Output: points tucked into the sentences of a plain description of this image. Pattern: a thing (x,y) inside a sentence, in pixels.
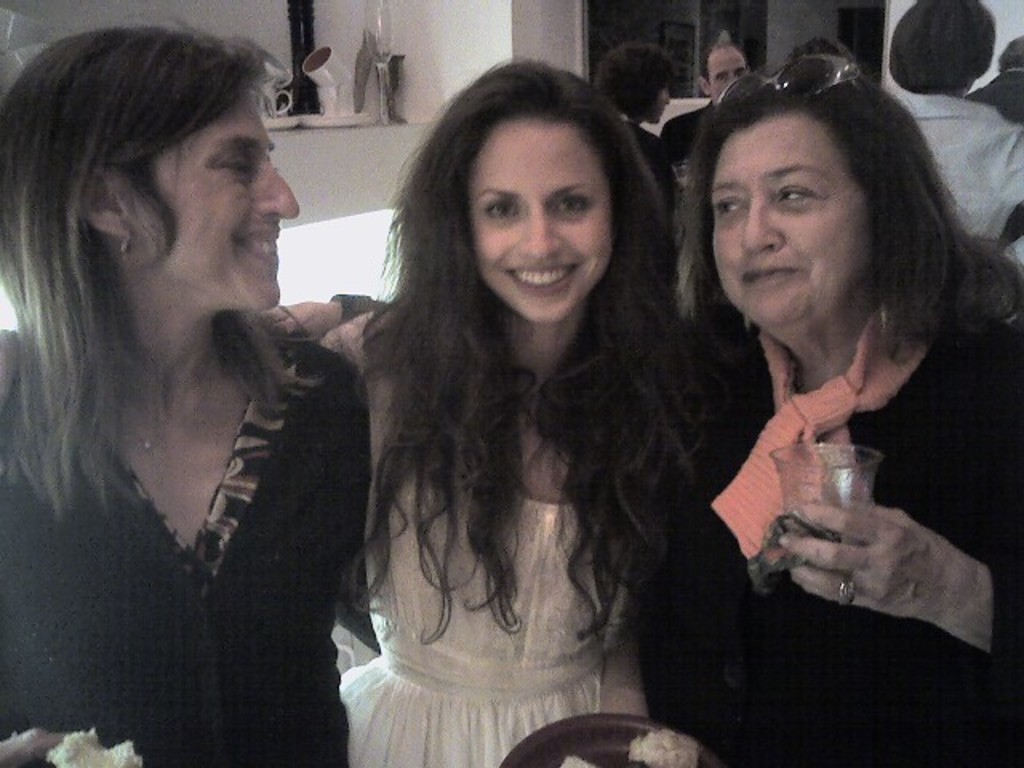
This pictures shows few woman (672,496) standing with smile on their faces (553,200) and we see a woman (729,209) holding a glass (832,485) in her hand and sunglasses (780,85) on her head (823,127) and we see few people (1023,225) standing on the back (1014,57).
